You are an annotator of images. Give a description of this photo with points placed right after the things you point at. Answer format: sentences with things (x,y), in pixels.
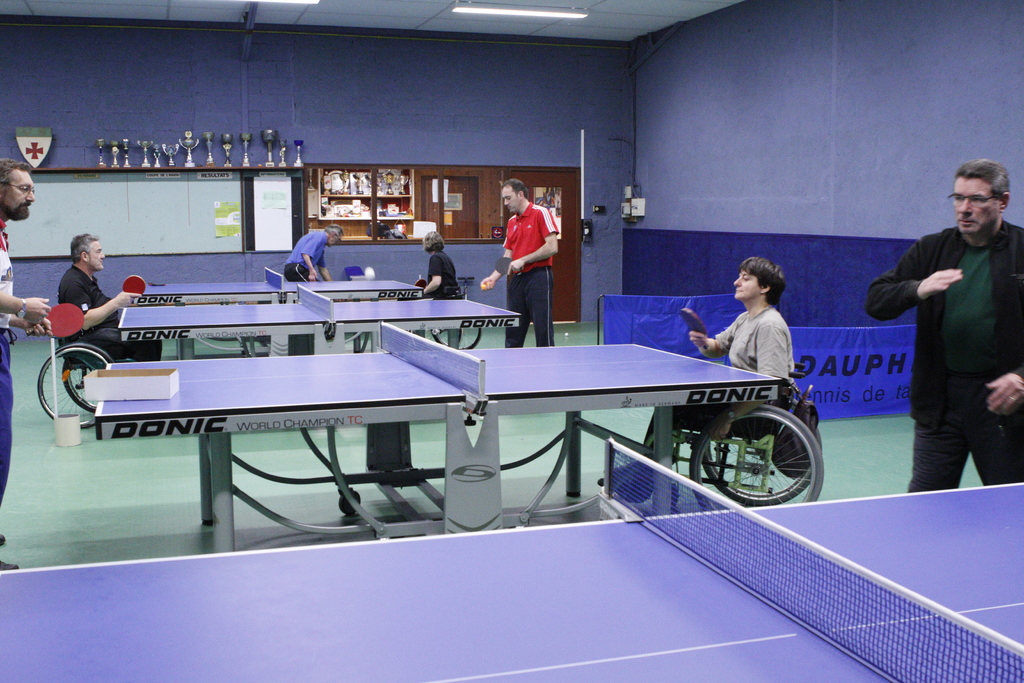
Few persons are sitting on chairs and few persons (959,178) are standing and These five persons (490,283) are holding bats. We can see four table tennis (321,358) with net (410,335). On the background (320,115) we can see trophies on shelf (65,172) and we can see some objects (343,206) in cupboard (374,213), banners (822,349) and wall (590,295). on top we can see lights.
